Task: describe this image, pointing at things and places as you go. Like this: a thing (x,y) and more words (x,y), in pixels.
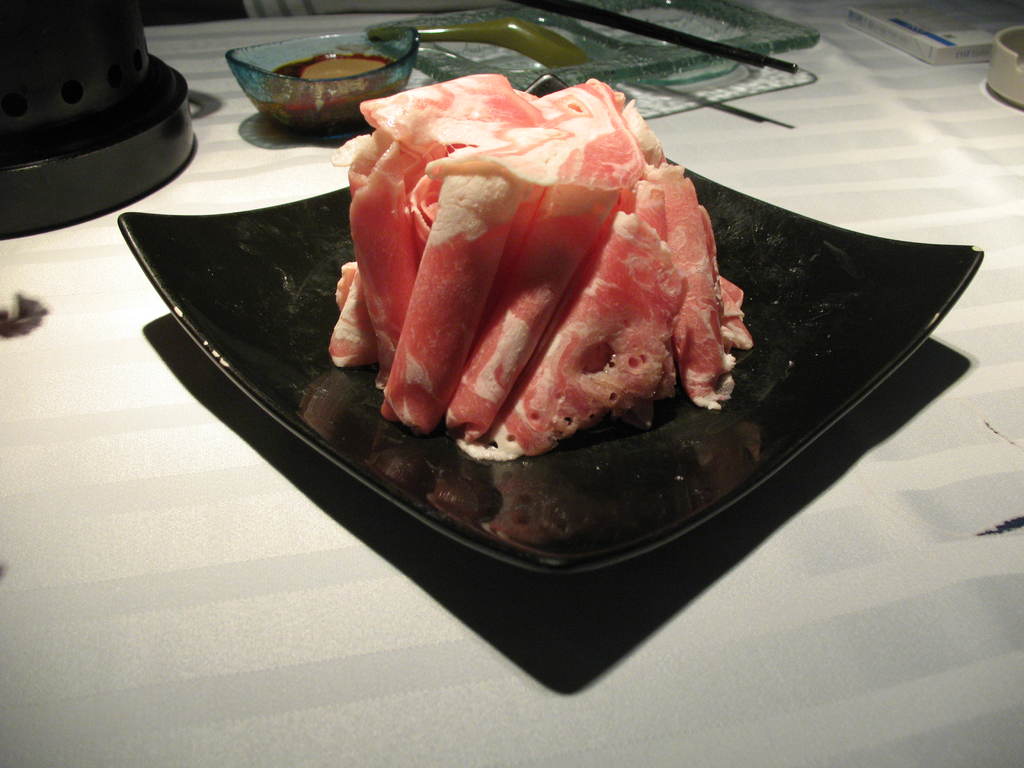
In this image we can see a food item (549,269) on the table (277,140), and another food item (311,72) in the bowl (319,93), there is a tray (720,35), and other objects (62,75) on a surface (726,625).
